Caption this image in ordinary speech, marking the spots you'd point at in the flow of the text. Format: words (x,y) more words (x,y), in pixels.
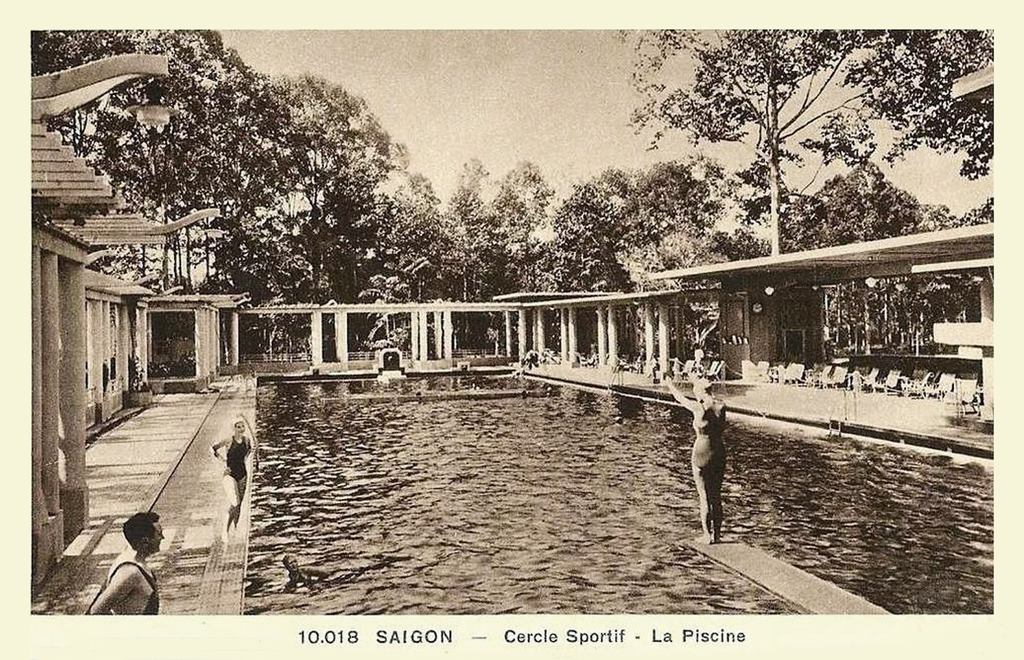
This is a black and white picture. In this picture we can see the water (404,520), some people (131,564), chairs (905,385) on the floor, pillars (75,323) and some objects (734,340). In the background (485,146) we can see trees (441,221) and the sky (447,146). At the bottom of this picture (555,636) we can see some text (303,631).
